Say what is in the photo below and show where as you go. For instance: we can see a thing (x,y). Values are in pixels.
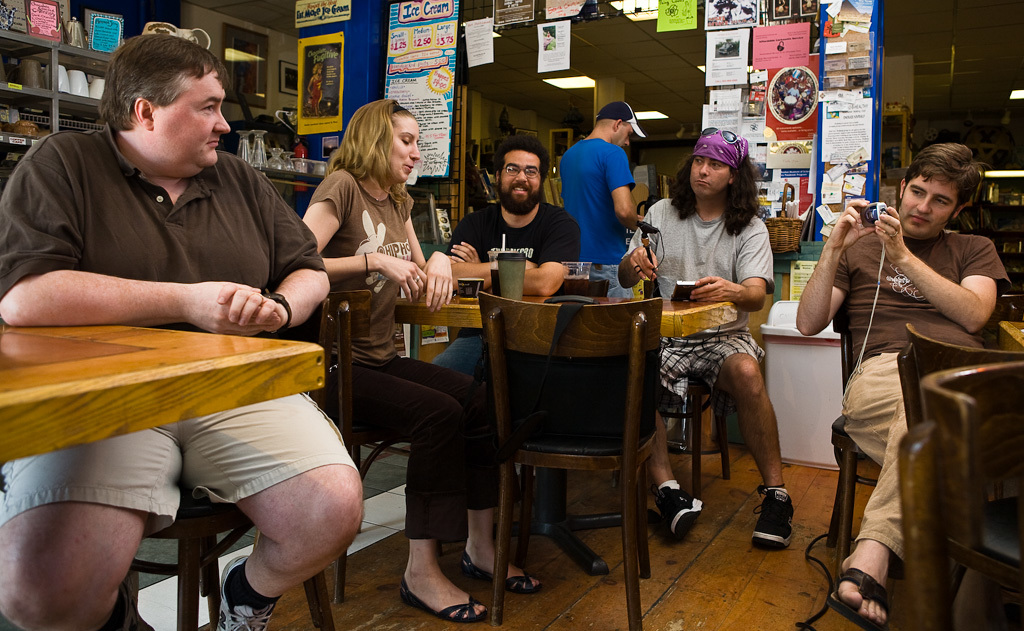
This image consists of many people (57,514) sitting in the chairs (541,319). At the bottom (690,590), there is a floor (702,615) made up of wood (703,593). In the background (767,79), we can see many posters (717,99) and papers (466,29) pasted on the wall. On the left (98,45), there is a rack (78,53) in which many things (65,86) are kept. In the front (515,290), there is a table (477,317) on which there are coffee cups (518,272) kept.
